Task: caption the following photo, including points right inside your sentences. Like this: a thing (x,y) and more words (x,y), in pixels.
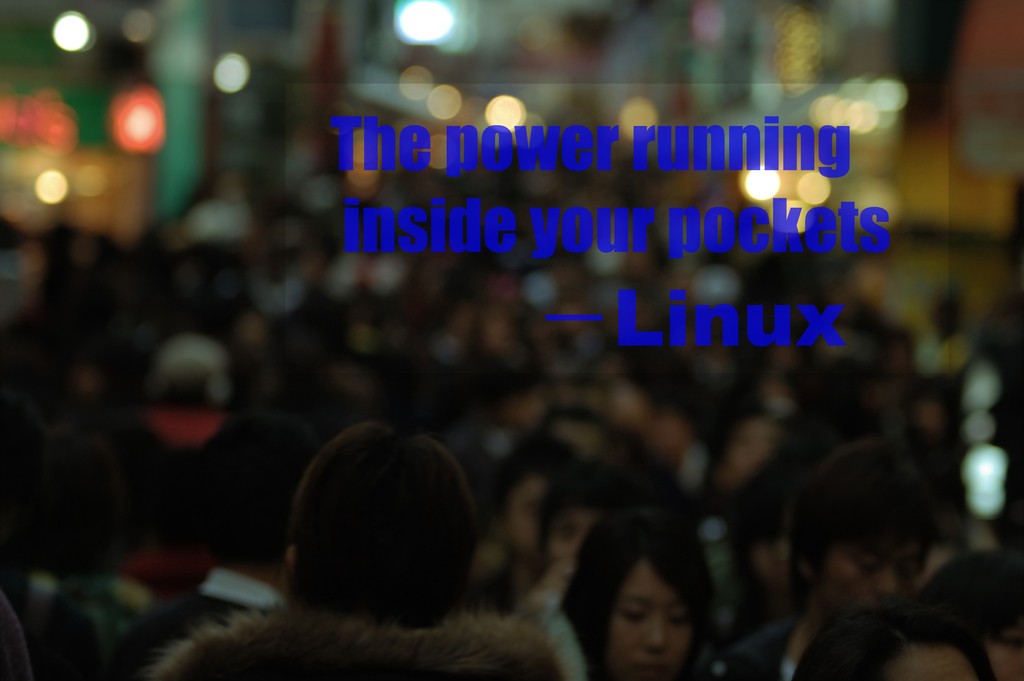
In this image I can see group of people (392,446). In the background (778,182) I can see few lights (764,182) and I can see something written on the image.
